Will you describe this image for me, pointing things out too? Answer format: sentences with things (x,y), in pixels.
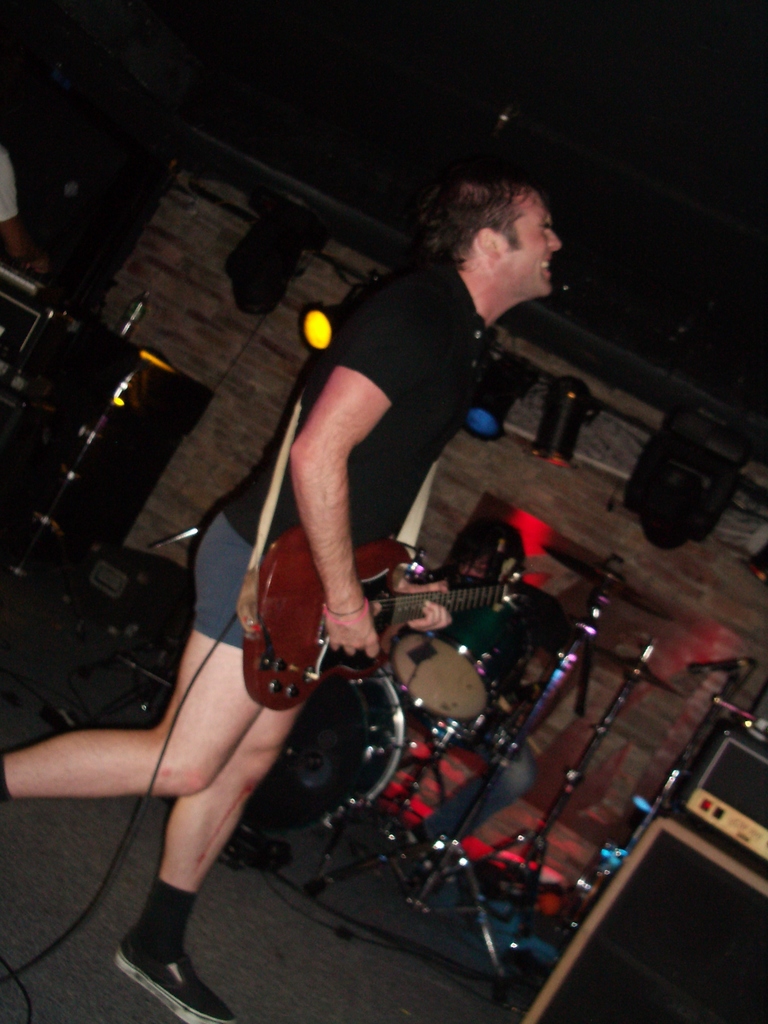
This is a picture of a person (335,416) wearing black shirt (418,431) and holding the guitar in his hand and beside him there are some lights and some other musical instruments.
